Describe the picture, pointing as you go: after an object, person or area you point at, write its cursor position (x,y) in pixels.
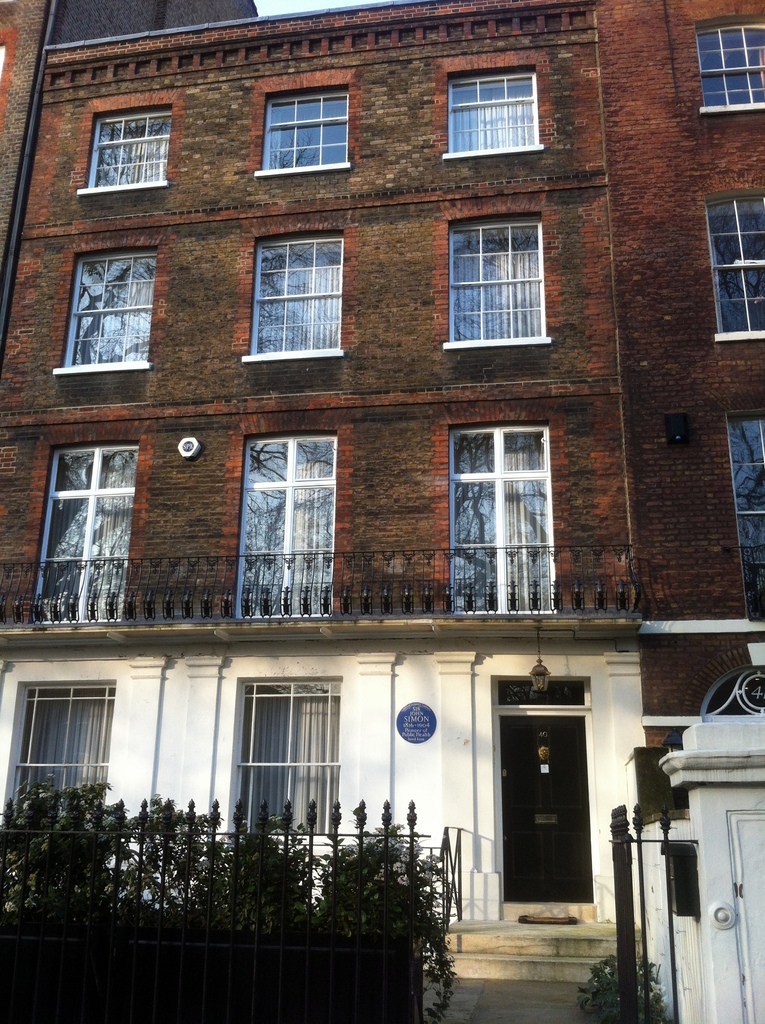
This image consists of a building (540,573) along with windows (715,292). At the bottom (513,735), there is a door (576,773). In the front (381,812), we can see a fencing (311,888) along with the gate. On the left (180,867), there are small plants (324,916).
